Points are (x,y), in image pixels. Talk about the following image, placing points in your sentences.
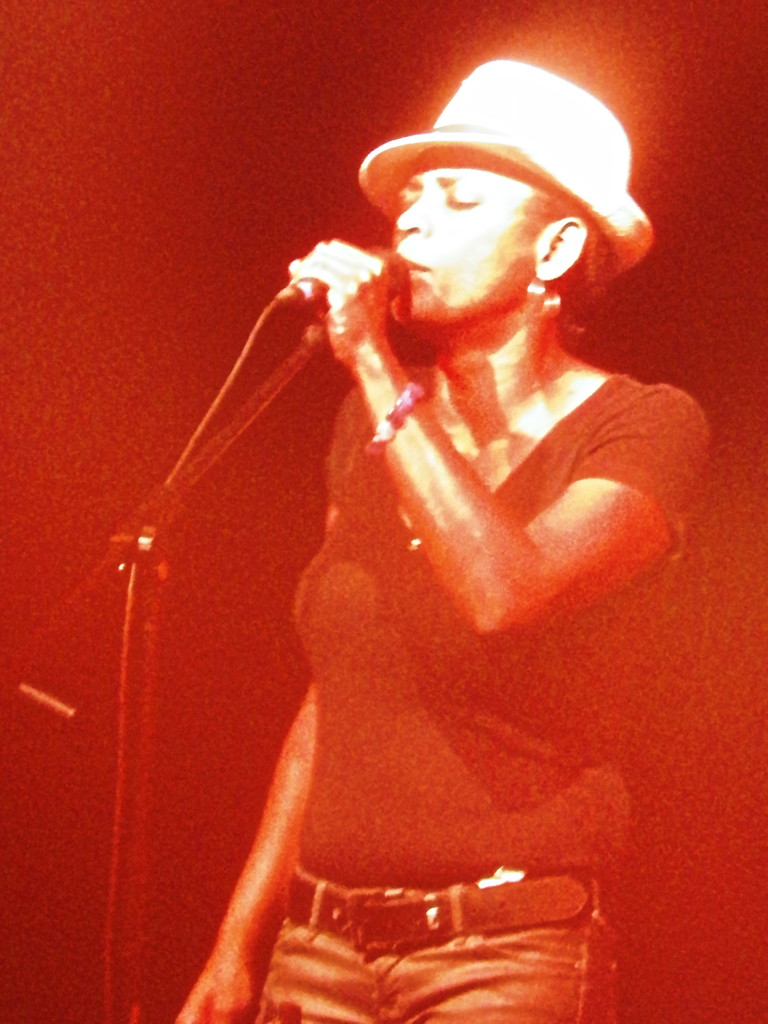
In this picture there is a girl (482,997) in the center of the image (340,448), by holding a mic (404,306) in her hand (367,306).
